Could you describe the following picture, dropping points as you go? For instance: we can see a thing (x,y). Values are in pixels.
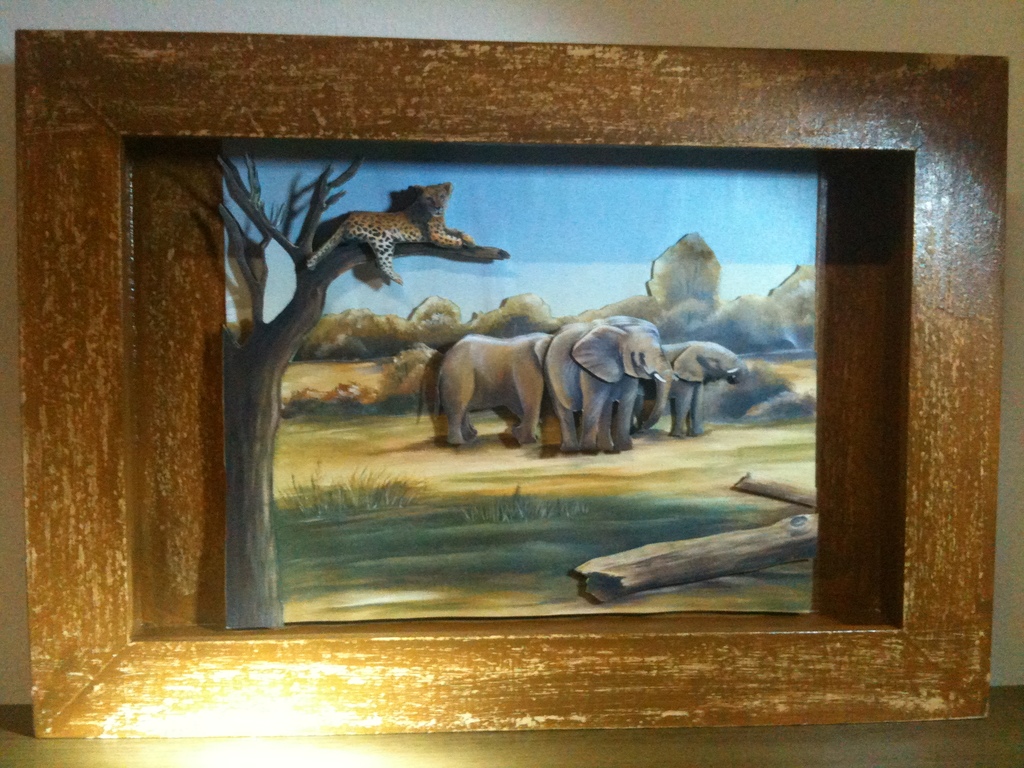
In this picture we can see a frame (609,387), in the frame (579,355) we can find few animals (608,391) and wooden barks (614,556).
